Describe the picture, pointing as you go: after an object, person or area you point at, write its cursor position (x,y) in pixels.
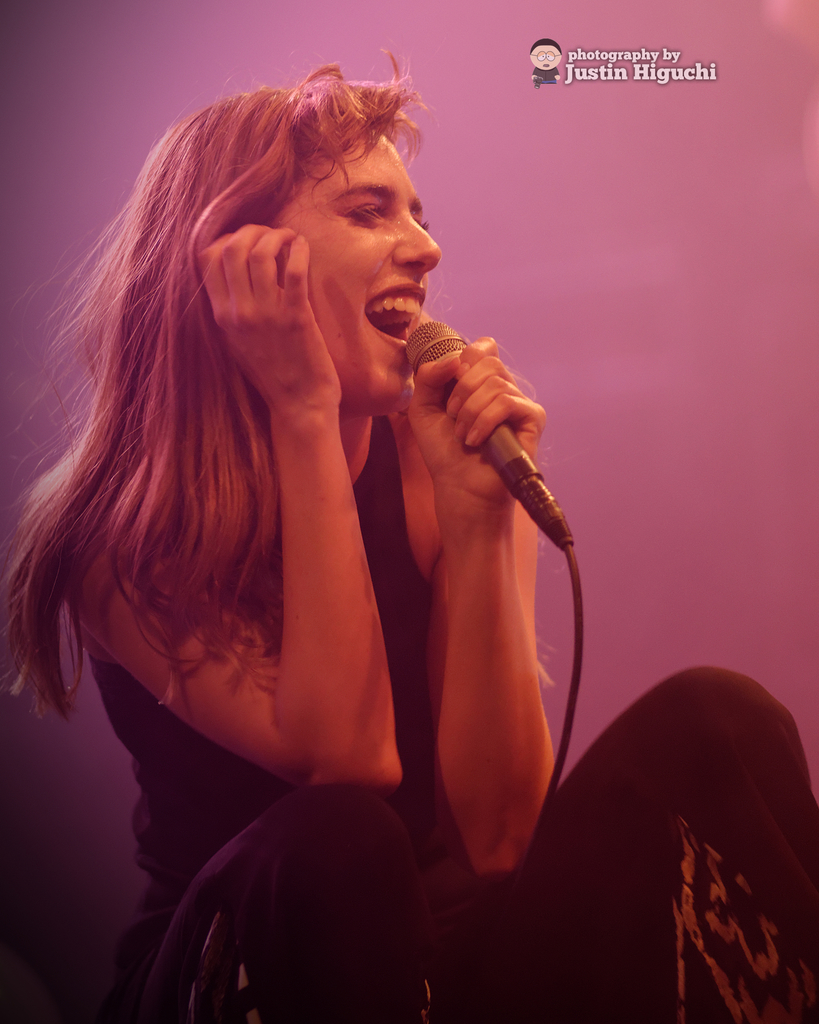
In this image we can see a woman (325,685) sitting and holding a mic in one of her hands (492,421).
